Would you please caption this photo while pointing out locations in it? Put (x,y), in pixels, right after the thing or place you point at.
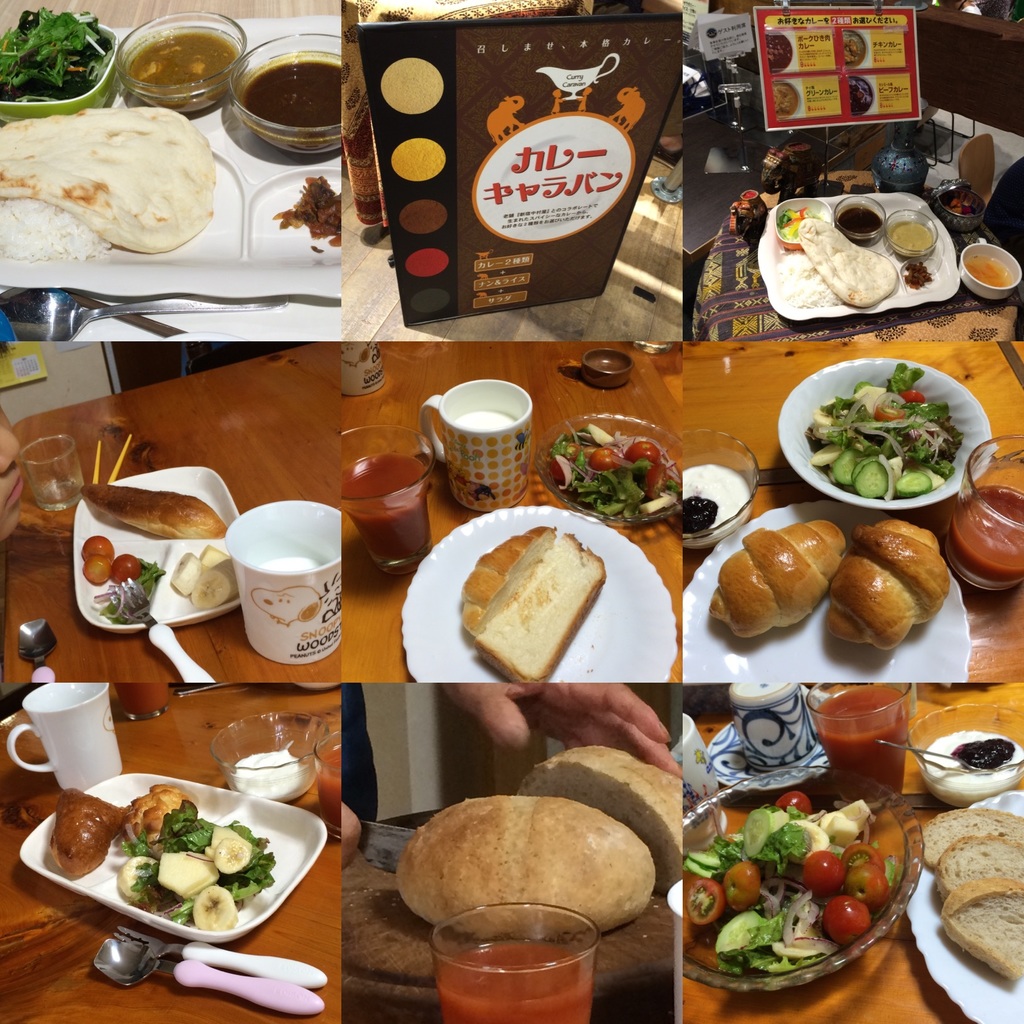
This picture is a collage of nine images and most of the images consists of foods (448,864). In the center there is an image, which is at the bottom (541,717), in that image the hand (551,726) of the person (607,733) is visible.
